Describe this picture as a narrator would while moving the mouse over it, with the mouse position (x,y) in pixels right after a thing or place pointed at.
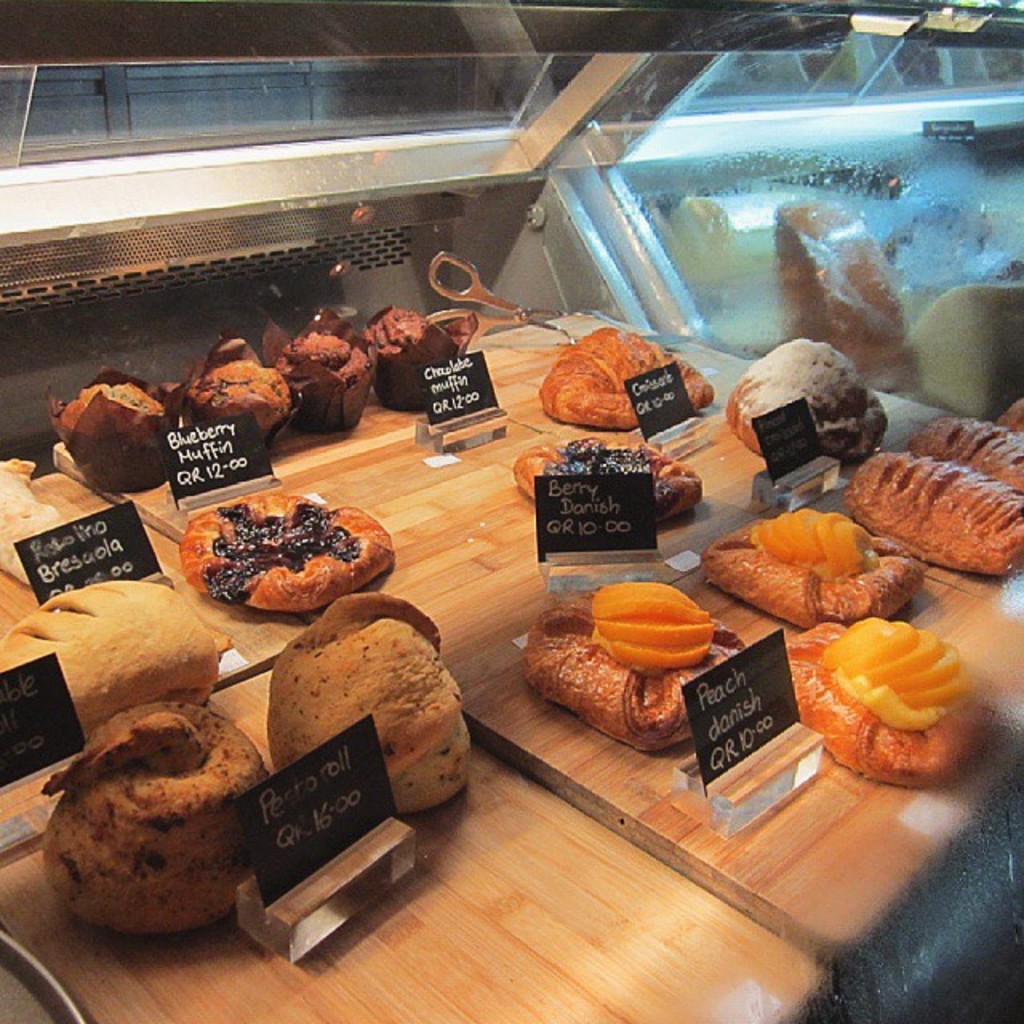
In this picture I can see pastry items (612,626) in the display box (654,593).
